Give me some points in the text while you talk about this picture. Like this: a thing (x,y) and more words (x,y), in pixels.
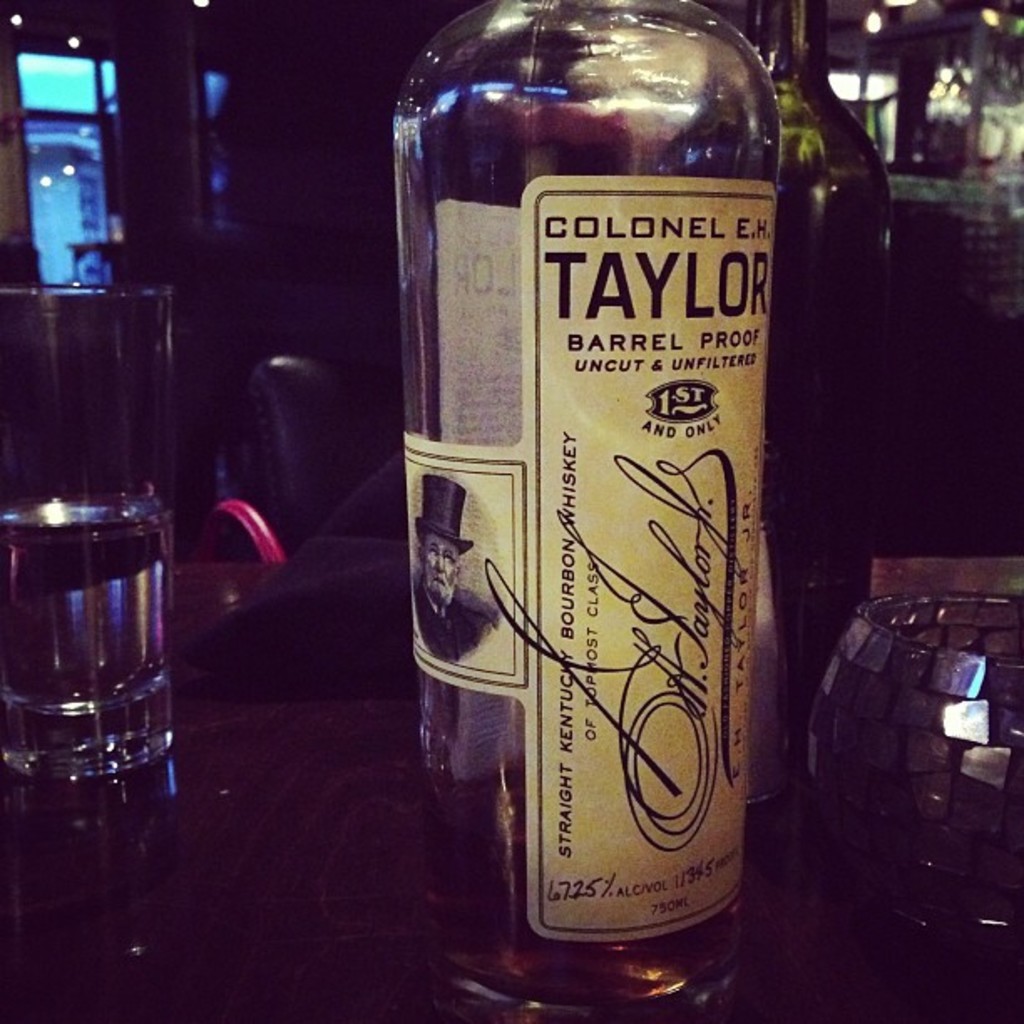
In this image we can see a bottle (696,372) with label (679,638) and glass (106,586) with water (161,642) placed on the table (837,860).
